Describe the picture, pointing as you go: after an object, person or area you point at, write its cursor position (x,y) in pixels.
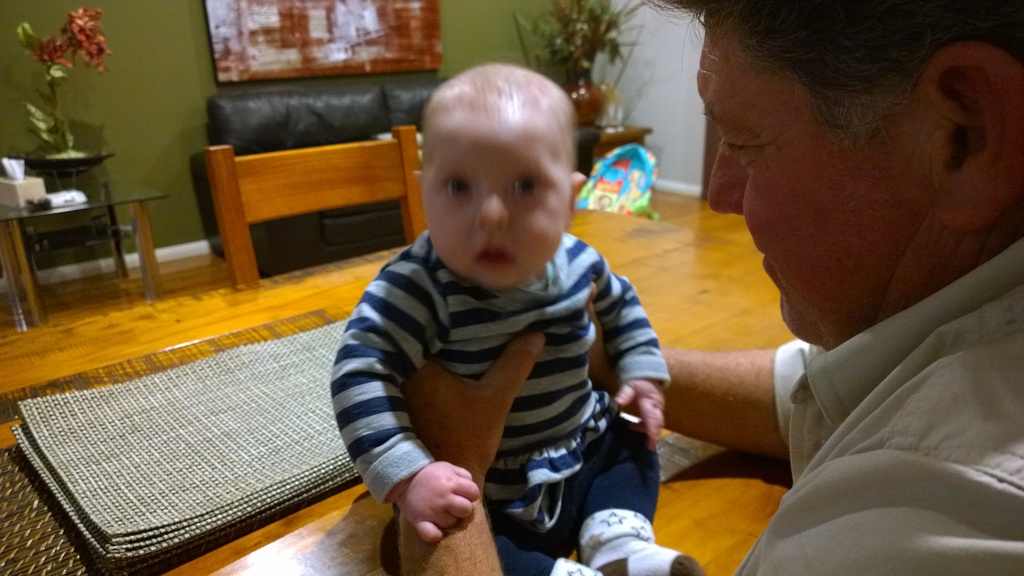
In this image we can see a man (936,336) is holding a boy (503,144) in the hand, in front there is a table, there are chairs (342,198), there is a sofa (355,110), on the left corner (113,210) there is a table (4,239), and a flower vase (105,158) on it, there is a wall (192,30), and a photo frame (308,57) on it.
